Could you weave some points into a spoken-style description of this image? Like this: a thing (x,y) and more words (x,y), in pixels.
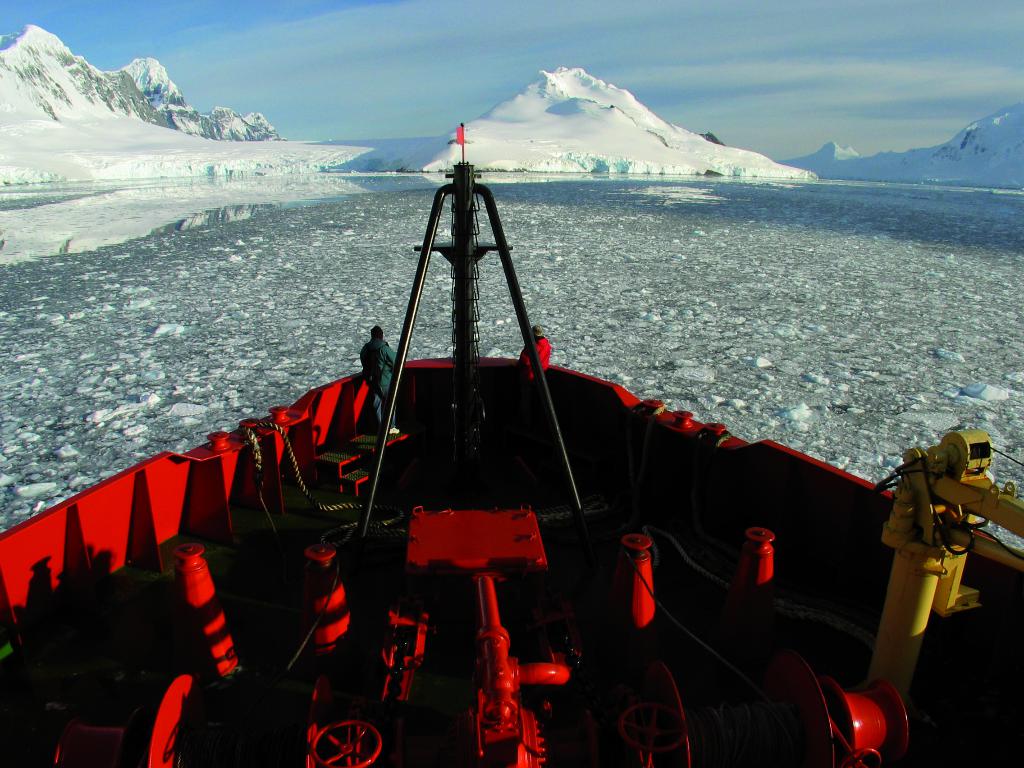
In the center of the image (549,368) we can see boat (416,401), stand (468,198), pole (463,336), flag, person (381,381), machine (893,535) are there. In the background of the image (376,248) we can see water (321,193), hills (41,132), snow (671,156) are there. At the top of the image (797,107) clouds (784,59) are present in the sky (784,59).
